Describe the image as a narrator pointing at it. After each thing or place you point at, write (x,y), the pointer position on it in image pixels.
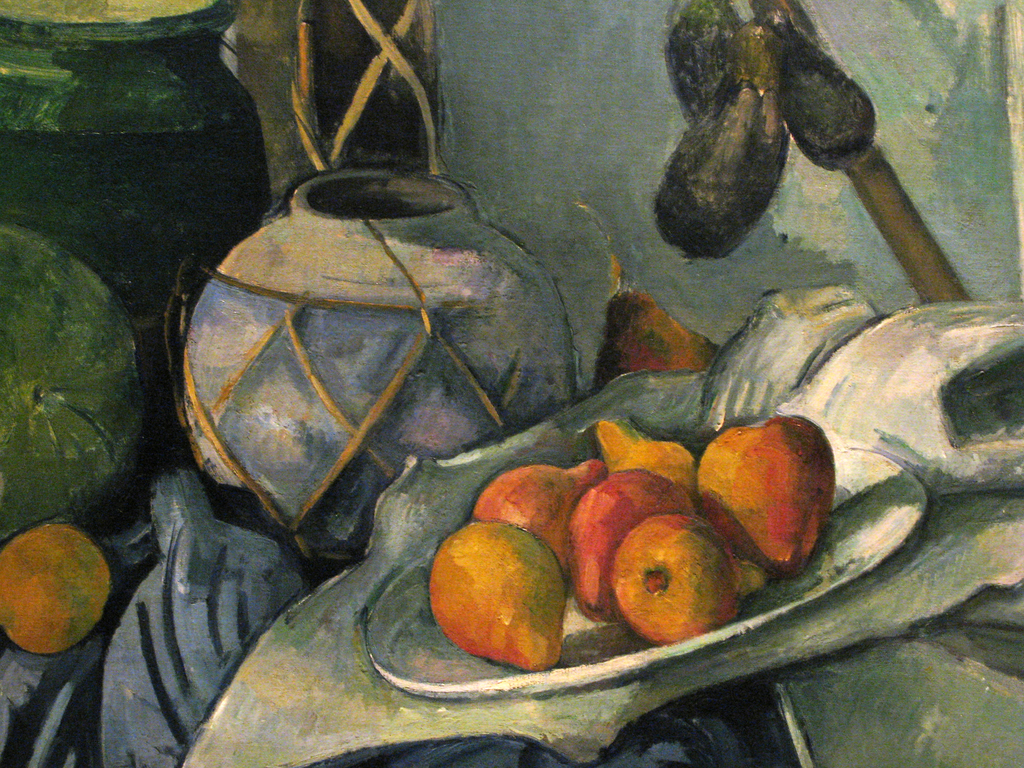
In this image we can see a painting picture (456,374) of fruits (561,587), pots (441,423), plates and a few objects (161,621).
